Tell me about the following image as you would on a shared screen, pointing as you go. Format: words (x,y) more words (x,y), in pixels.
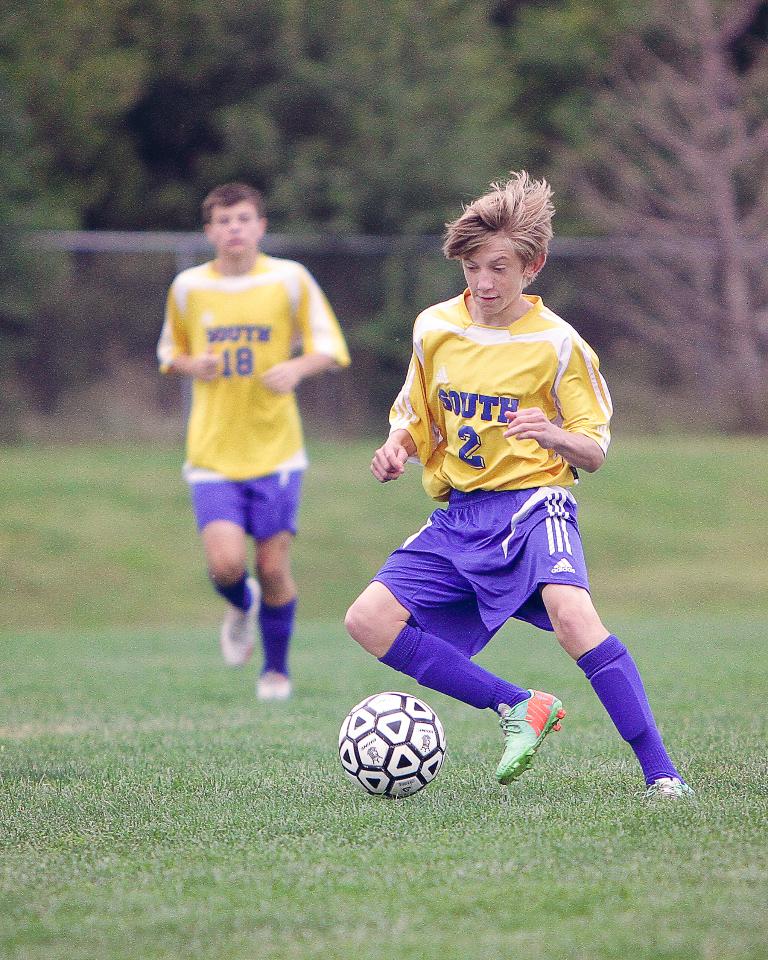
There are two men (264,348), with yellow color t-shirt (454,373) and blue color pant (457,548). They are playing football on the ground (443,870). The men (482,618) in the right side (515,452) is kicking the ball (425,759) with his right leg (410,653). In the background (423,131) there are some tree (272,156).
